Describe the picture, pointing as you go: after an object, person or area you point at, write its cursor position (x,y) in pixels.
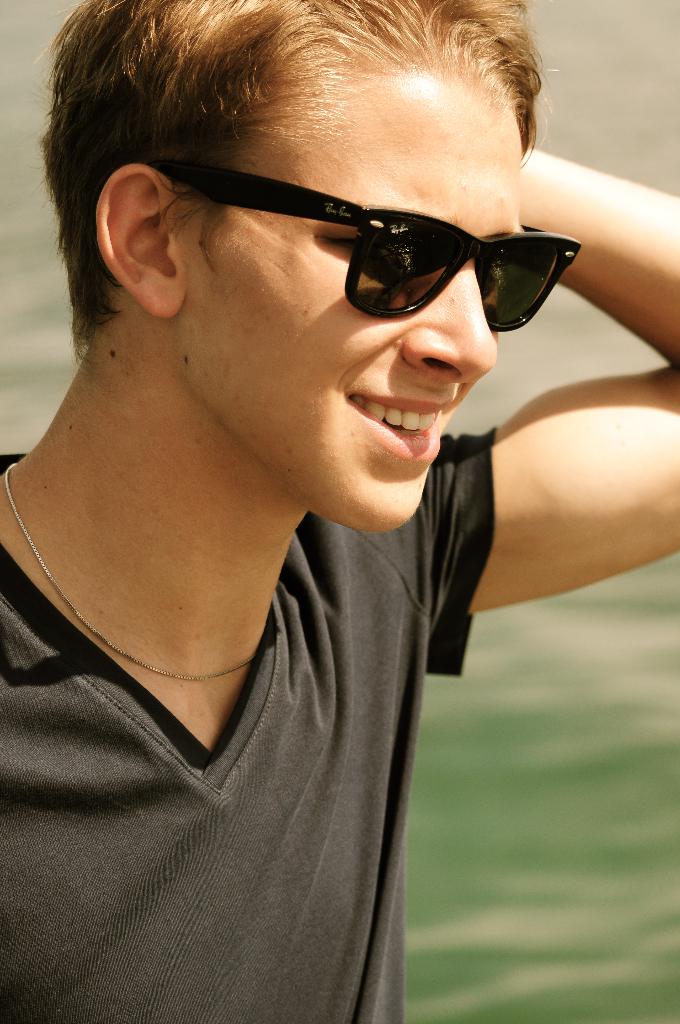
In this image we can see a person (274,600) with goggles (403,267) and a blurry background (665,624).
